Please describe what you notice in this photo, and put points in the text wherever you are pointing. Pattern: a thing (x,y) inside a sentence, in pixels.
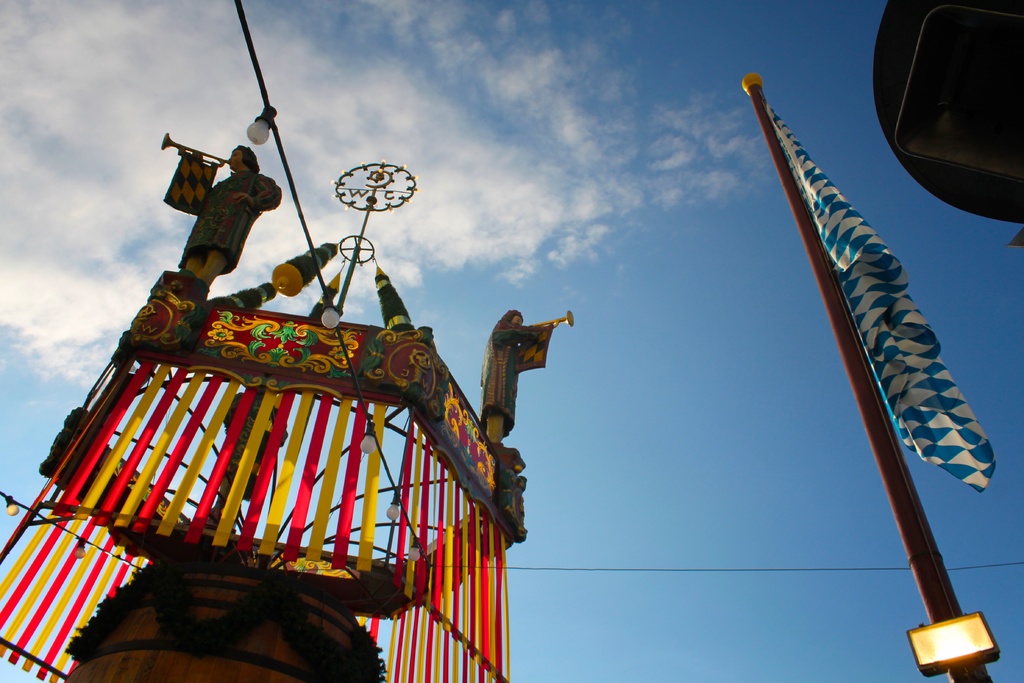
In this picture there is an object (113,674) on the left side (15,567), there is a flag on the right side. And the sky (40,258) is at the top (694,100).
